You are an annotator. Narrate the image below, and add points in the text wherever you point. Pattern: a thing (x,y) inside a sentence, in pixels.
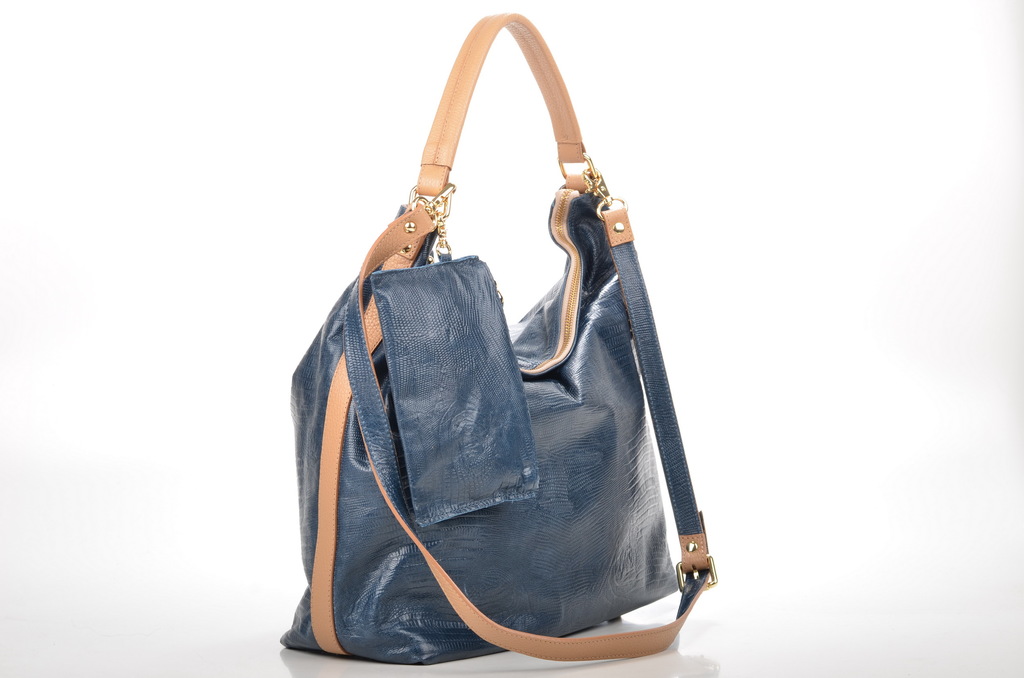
In this. picture we can see blue color bag (532,397) with chocolate color belt (433,146).
